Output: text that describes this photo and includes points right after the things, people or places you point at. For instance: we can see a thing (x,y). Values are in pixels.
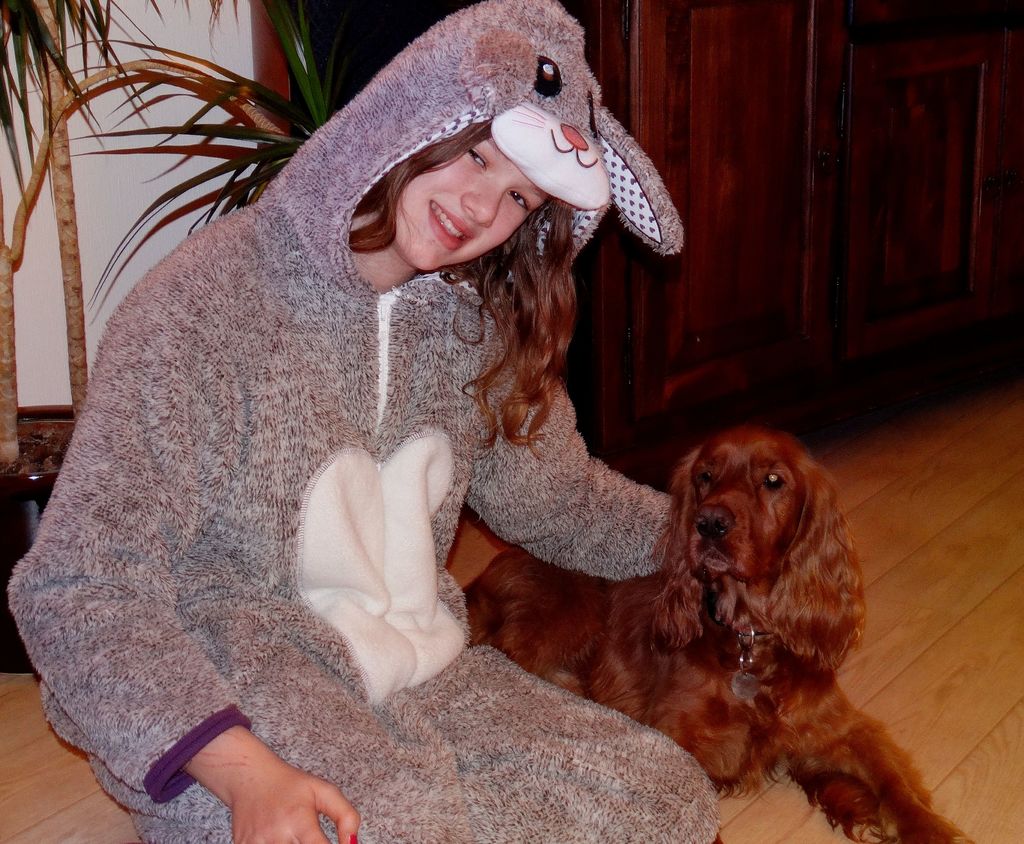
Here we can see a girl (485,355) wearing a costume (403,370) with a dog (708,546) beside her and behind her there is plant (73,311).
